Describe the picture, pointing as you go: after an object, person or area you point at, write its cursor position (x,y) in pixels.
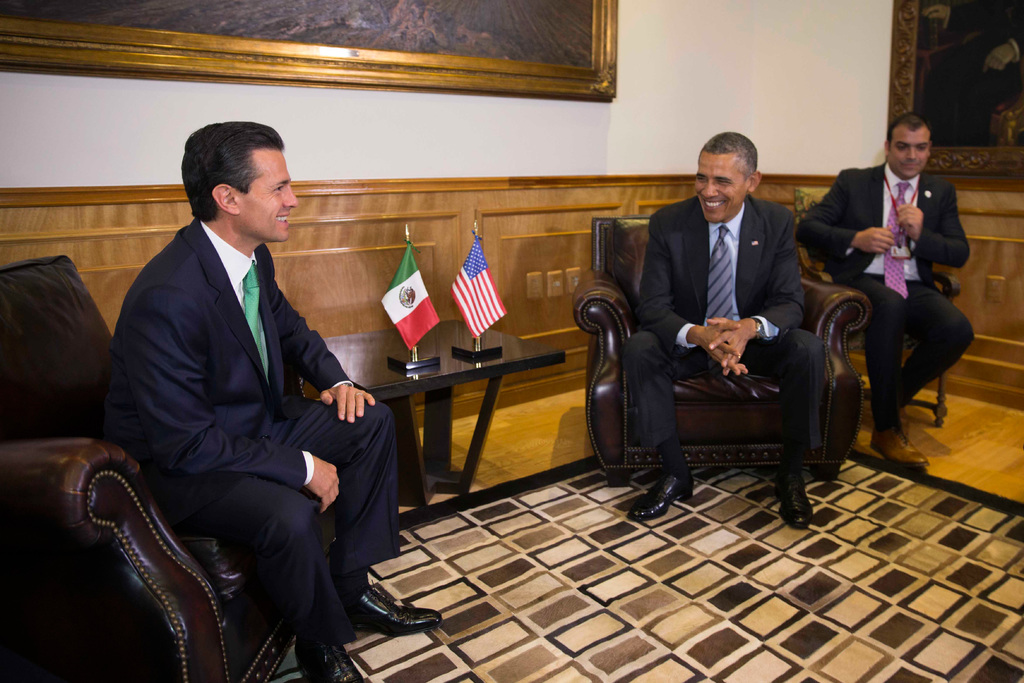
In this image we can see three men (343,472) sitting on the chairs (757,461). We can also see the flags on a table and the frames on a wall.
